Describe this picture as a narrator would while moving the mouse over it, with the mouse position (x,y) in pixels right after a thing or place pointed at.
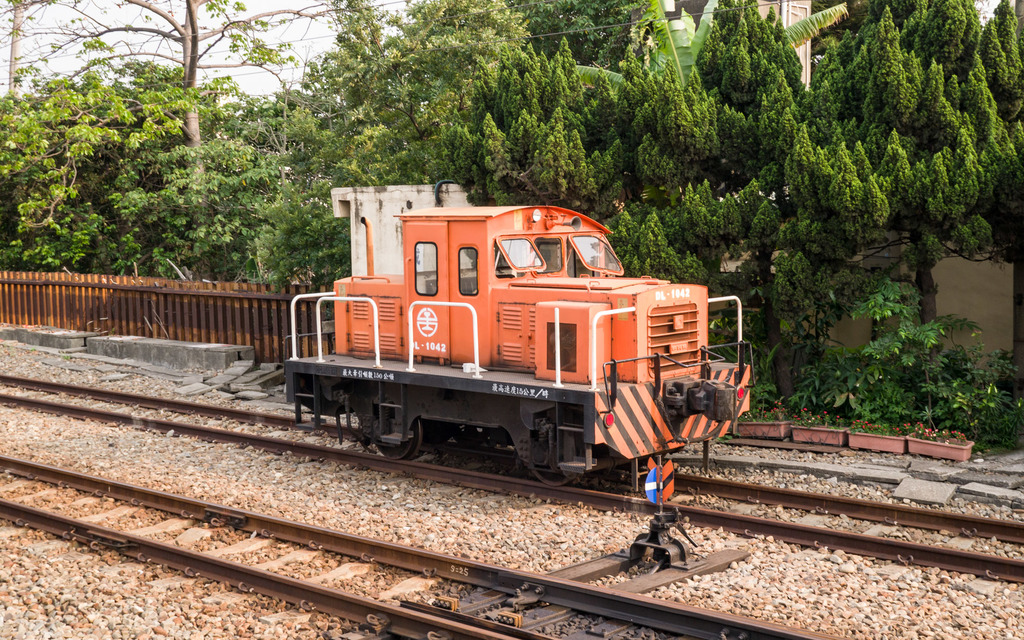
In this image I can see few railway tracks (622,596) and here I can see an orange colour train engine (478,358). In the background (935,51) I can see number of trees (511,99).
